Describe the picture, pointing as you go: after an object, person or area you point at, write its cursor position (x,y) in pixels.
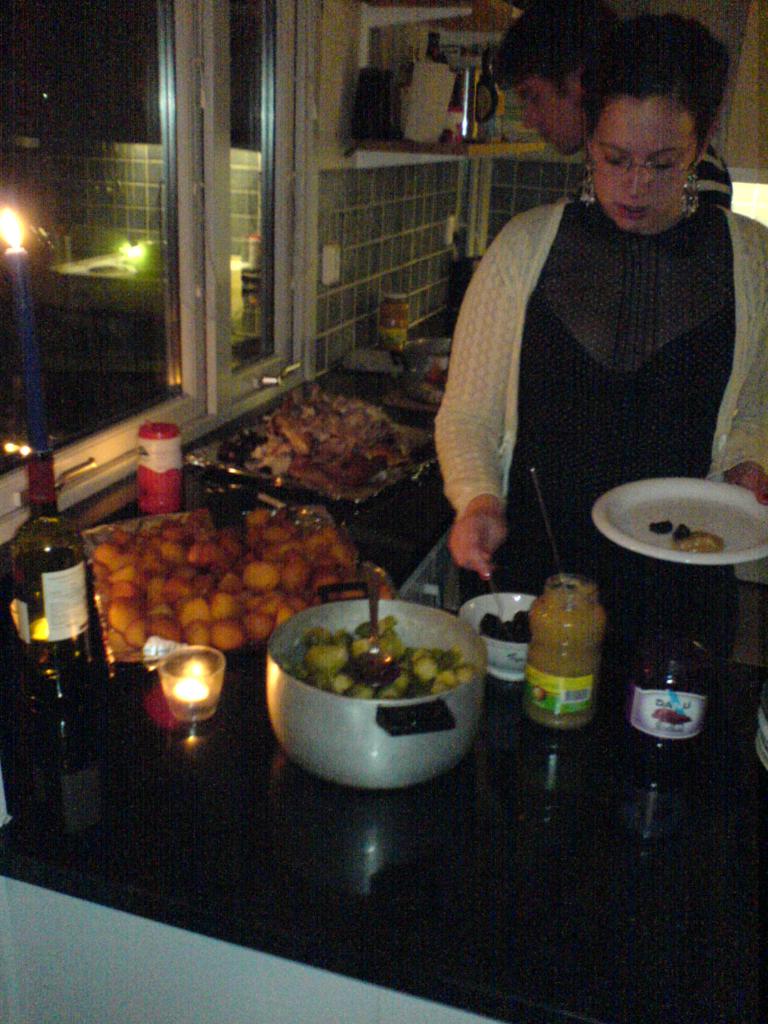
In this picture we can see woman (647,192) standing and from bowl (480,614) shifting items (499,625) to plate (662,499) which she is carrying and on counter (142,716) we have vessel (336,760), food item (232,537), glass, bottle (38,499), jar (384,323) and at back of her man (516,62) standing, window (201,153), candle (10,230).
